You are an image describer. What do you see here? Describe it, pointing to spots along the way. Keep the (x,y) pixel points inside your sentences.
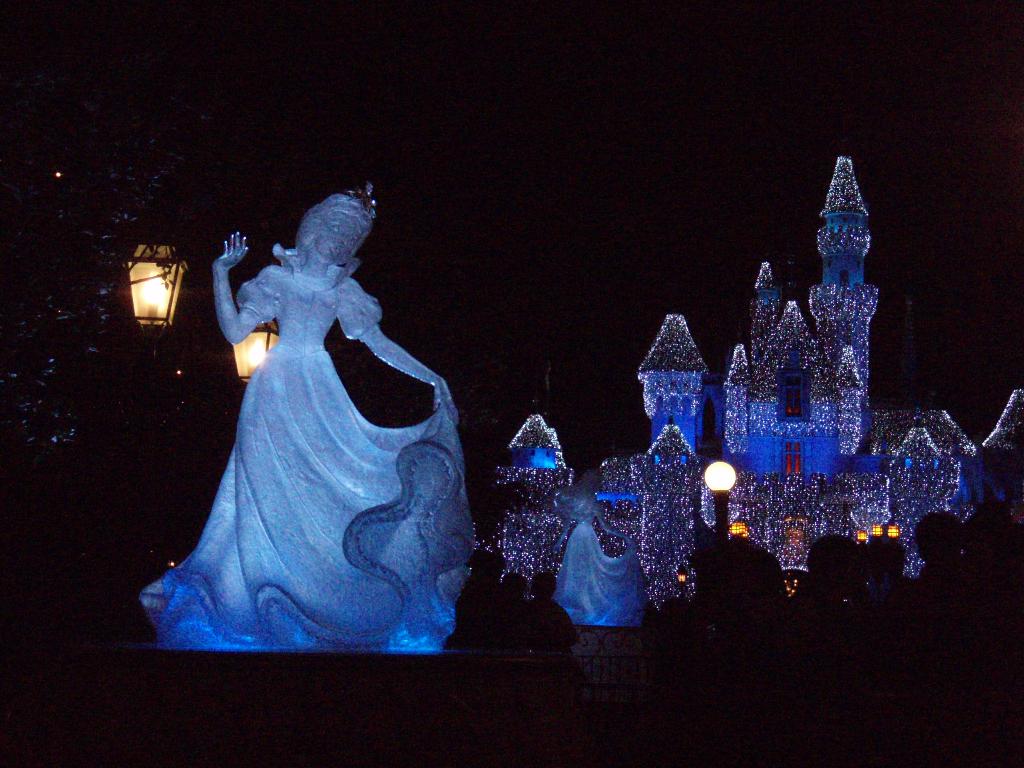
In this picture we can observe a statue (259,523) of a woman (295,513) which is in white color. In the background (820,322) there is a building (680,388) which is decorated with lights (608,536). We can observe lamps (234,353) fixed to the poles (719,530). In the background (643,215) it is completely dark.
